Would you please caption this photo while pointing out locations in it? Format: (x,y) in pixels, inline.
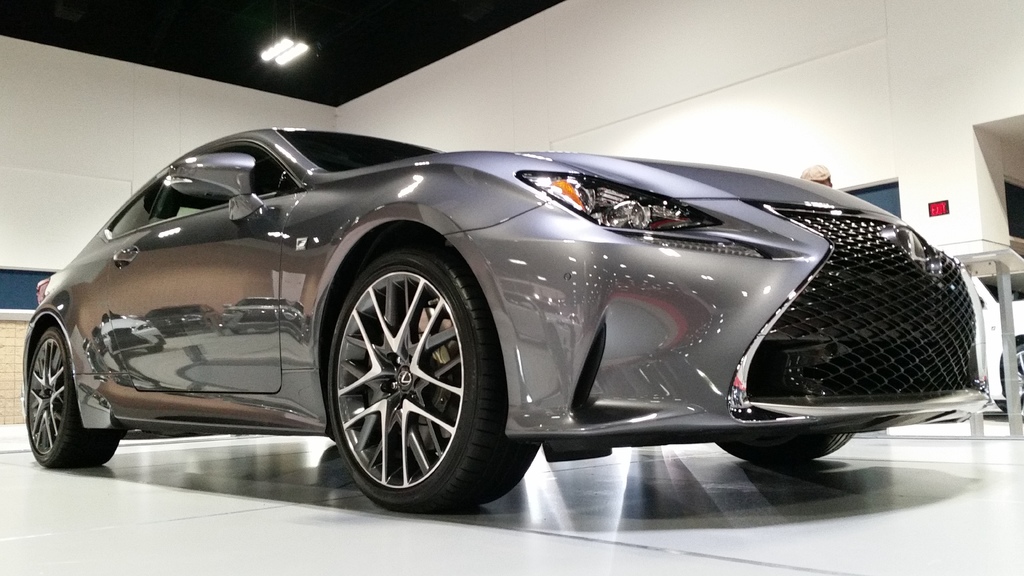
This is an inside view. Here I can see a car (349,352) on the floor (243,536) which is facing towards the right side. On the right side (1001,405) I can see another car (983,287) and also there is a table (1017,390). In the background (576,88) I can see the walls (483,106). On the top (295,50) there are two lights (269,55).
